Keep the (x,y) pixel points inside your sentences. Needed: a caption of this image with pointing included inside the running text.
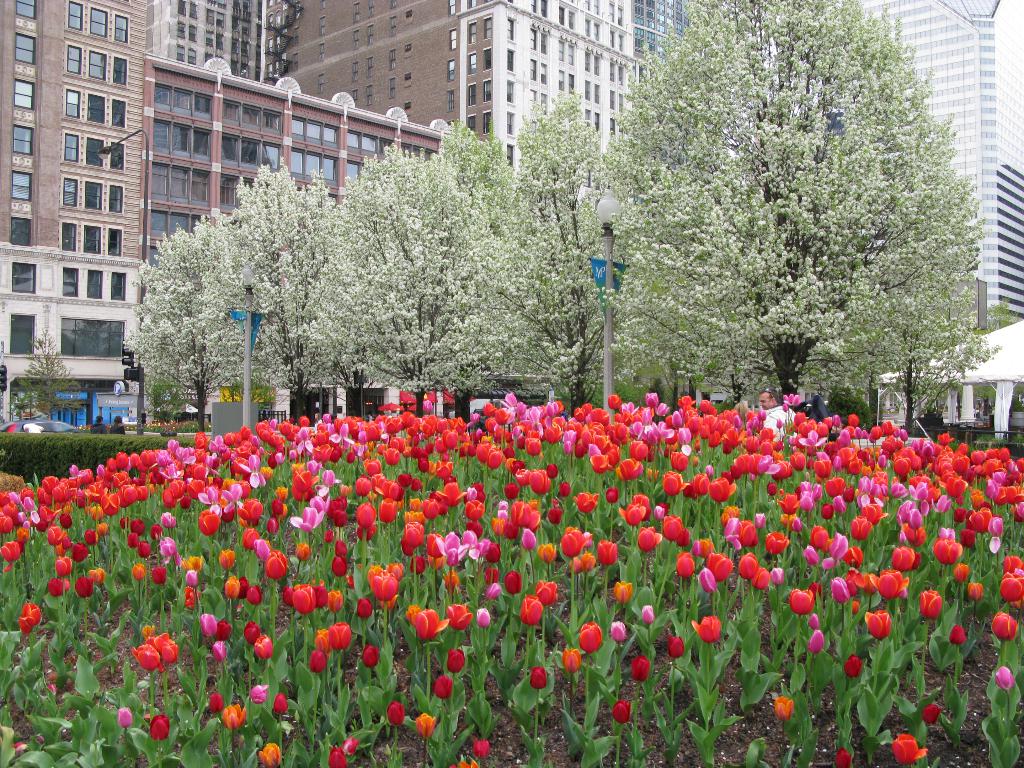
In this image we can see the flowers (885,432), leaves (329,724), trees (536,317), plants (111,444), street lights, few people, buildings (450,103) with glass windows (258,115), we can see the vehicle (27,422), at the top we can see the sky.
